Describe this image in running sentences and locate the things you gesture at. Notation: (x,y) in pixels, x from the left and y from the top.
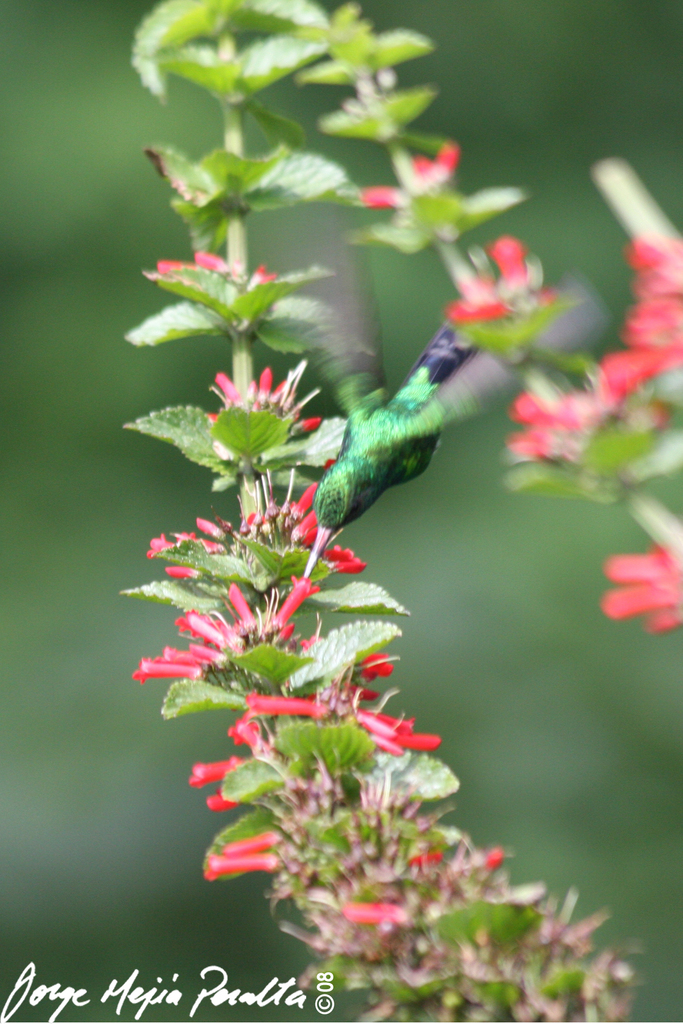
In this picture we can see a small green bird (361,447) hovering near the red flower plant (283,631). Behind there is a blur background (58,328).
